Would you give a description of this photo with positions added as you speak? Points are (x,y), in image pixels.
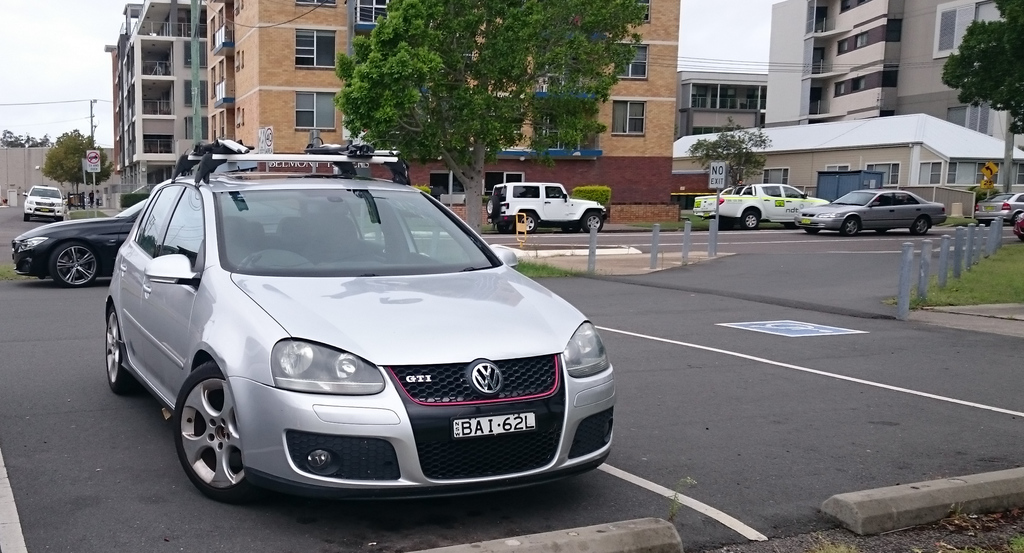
This image is clicked on the road (645,409). There are cars (289,181) parked on the road (697,417). Beside the road (719,238) there are buildings (544,86) and trees (484,94). To the right (988,286) there's grass (978,288) on the ground (971,281). To the left (266,149) there are sign board poles (95,165) and electric poles (91,135). At the top (95,17) there is the sky (706,25). In the foreground (262,321) there is a car (329,295). There is a carrier (362,136) on the car (343,295).
